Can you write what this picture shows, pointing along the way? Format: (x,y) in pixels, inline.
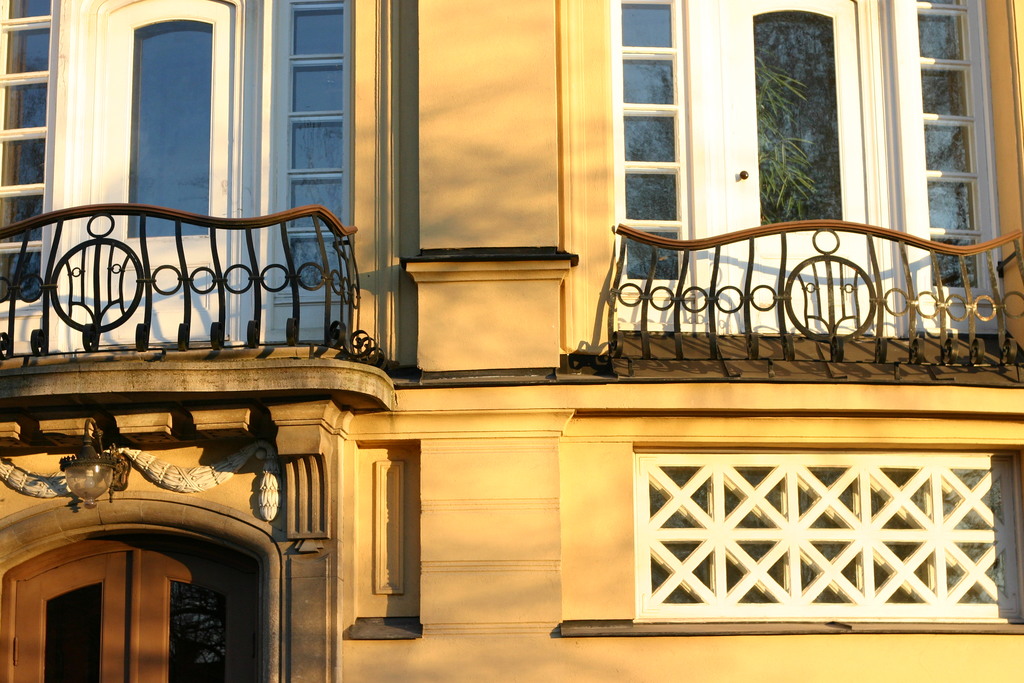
In this image we can see one cream color building (484,90) with two balconies (682,291), two white doors (774,268) with glasses (798,146), one main brown color door (167,598) and one light (97,479) attached to the wall (474,82) above the door (123,611).
